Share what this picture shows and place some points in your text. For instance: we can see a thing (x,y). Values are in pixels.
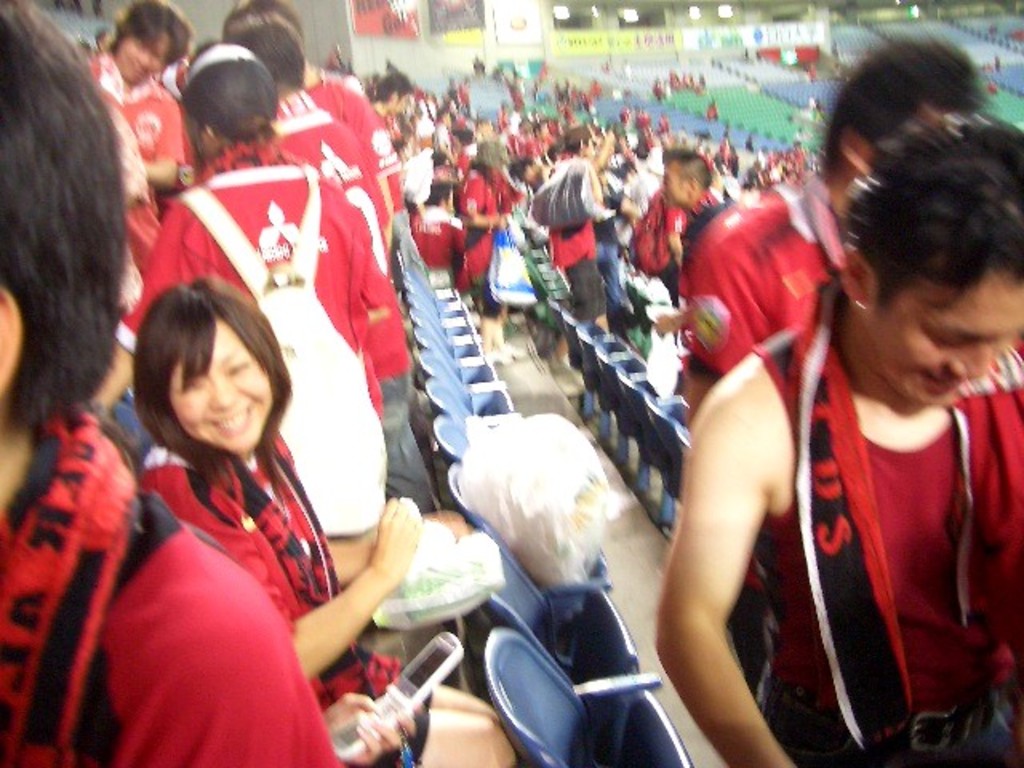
In this image I can see a group of people (457,166) Few people (429,143) are sitting and few are walking and holding a bags (317,455). They are wearing red color dress (272,589). I can see chairs (431,332).
